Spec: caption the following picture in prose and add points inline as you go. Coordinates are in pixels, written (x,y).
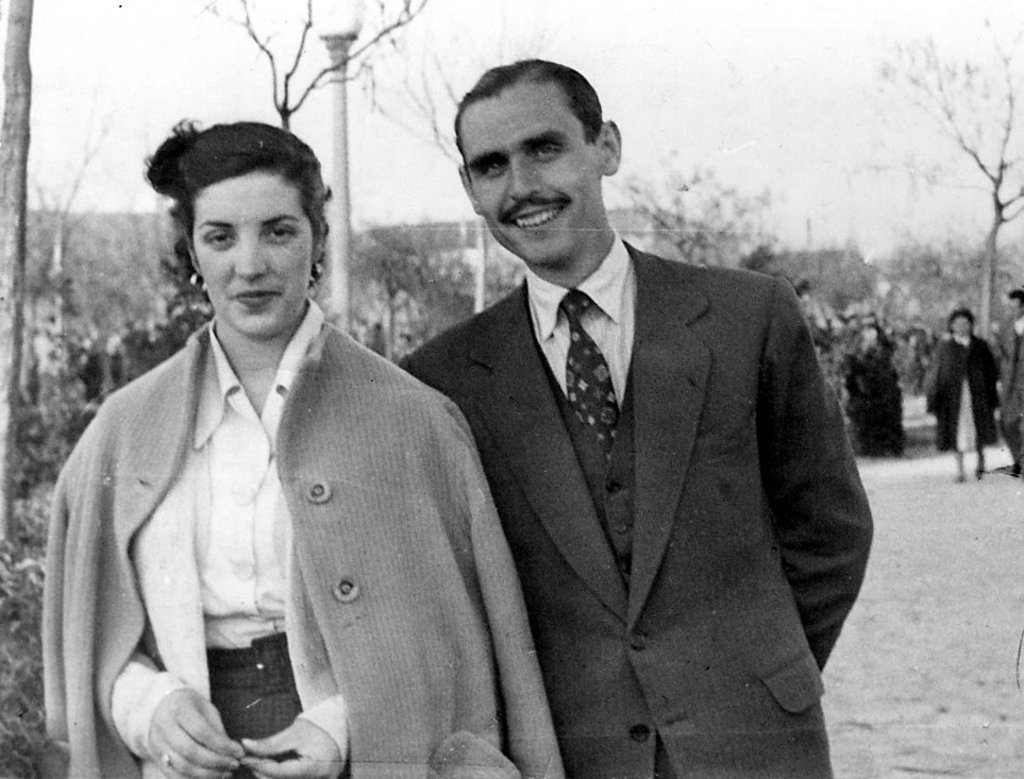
As we can see in the image there are few people (437,529) here and there, trees (389,298), street lamp (332,23) and in the background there are houses (674,243). At the top (743,87) there is a sky (636,53). The man (587,94) over here is wearing black color jacket (514,360) and the woman (291,354) is wearing white color dress (228,453).
